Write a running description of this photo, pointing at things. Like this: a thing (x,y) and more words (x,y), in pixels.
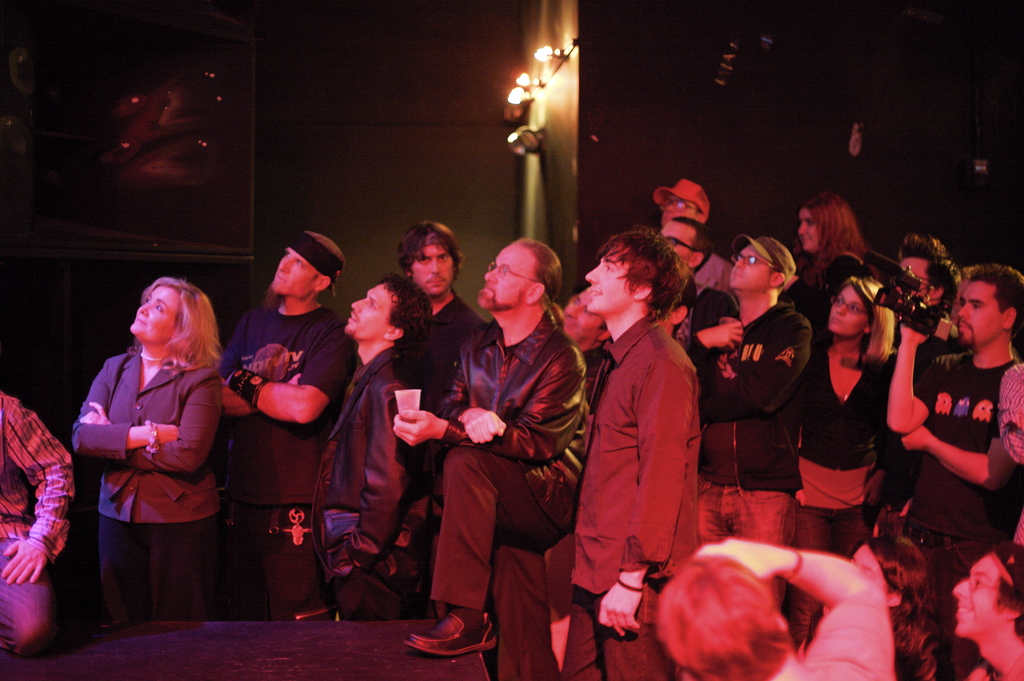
In this image we can see men (800,370) and women (879,435) are standing and watching. Right side of the image (954,371) one man (952,381) is standing. He is holding camera (908,293) in his hand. Background of the image (774,152) wall (643,178) and lights (549,46) are present. Left side of the image (33,545) one man (33,560) is sitting on the platform (157,649).
